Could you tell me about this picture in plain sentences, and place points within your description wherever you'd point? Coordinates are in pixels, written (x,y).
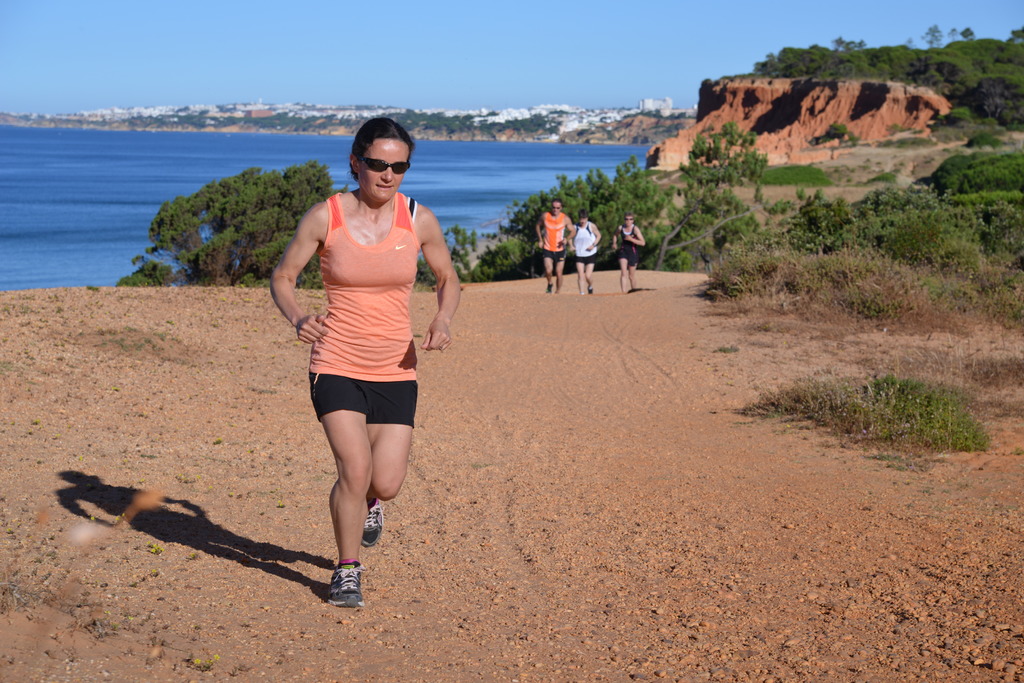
In this image I see a woman (331,309) who is wearing orange tank top (371,326) and black shorts (354,380) and I see that she is wearing black shades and I see the ground (588,333) on which there are grass (817,285) and plants (807,239). In the background (819,215) I see the trees (130,282) and 3 persons (616,240) over here and I see the water (82,277) over here and I see the blue sky (504,56).
